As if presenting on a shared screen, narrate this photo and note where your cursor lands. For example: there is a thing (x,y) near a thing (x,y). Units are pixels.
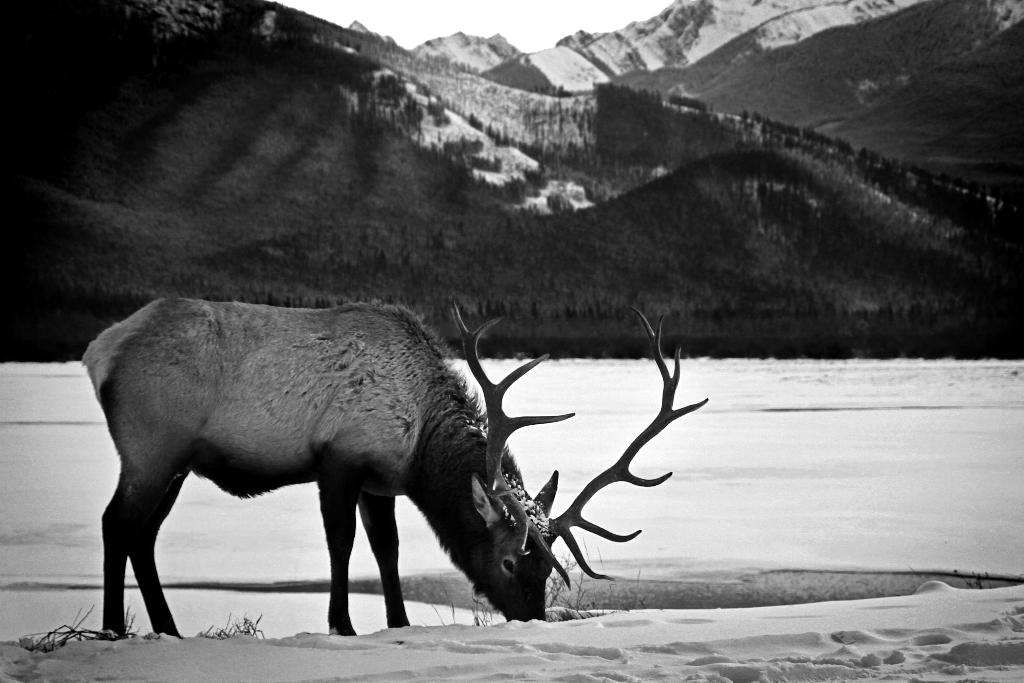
Here in this picture we can see an elk (350,420) present on the ground (502,649), which is fully covered with snow (324,567) over there and behind it we can see mountains (735,74), covered with trees (450,202) and snow (469,132) all over there.
